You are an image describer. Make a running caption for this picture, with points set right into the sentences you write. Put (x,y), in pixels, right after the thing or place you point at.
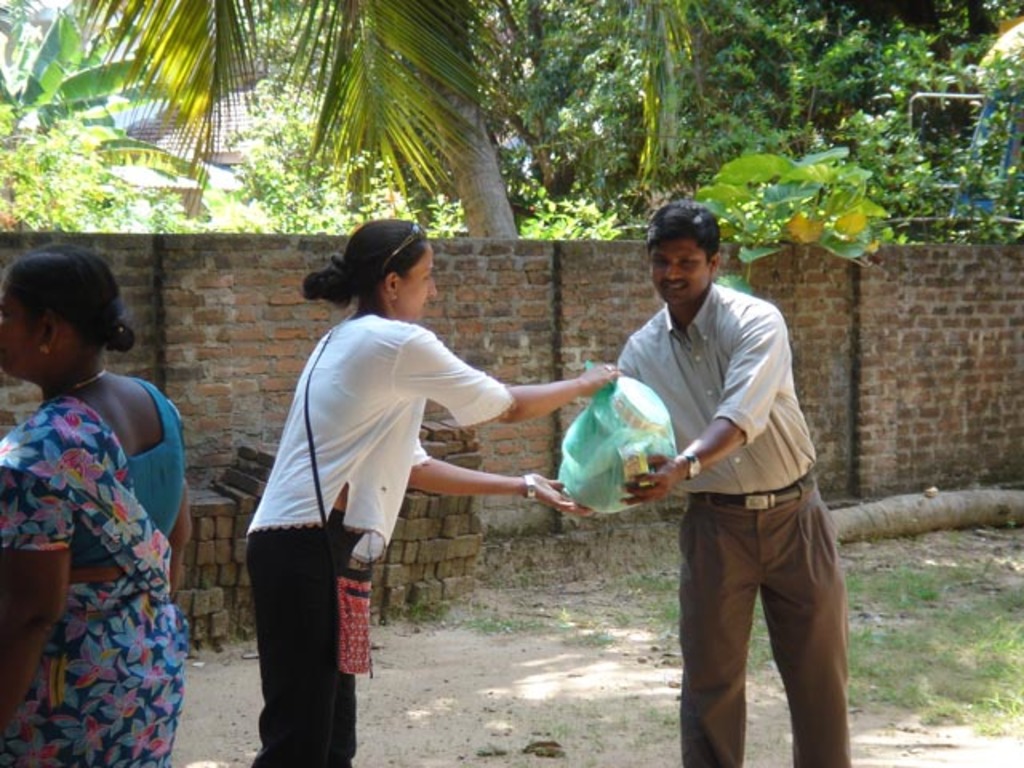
In the picture I can see a man (768,333) and two women (347,445) are standing on the ground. The man (688,556) and a woman (312,415) are holding some object (603,491) in hands (558,502). In the background (287,364) I can see a fence wall (240,364), trees (375,170), the grass (900,662), a house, bricks (237,532) on the ground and some other objects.
